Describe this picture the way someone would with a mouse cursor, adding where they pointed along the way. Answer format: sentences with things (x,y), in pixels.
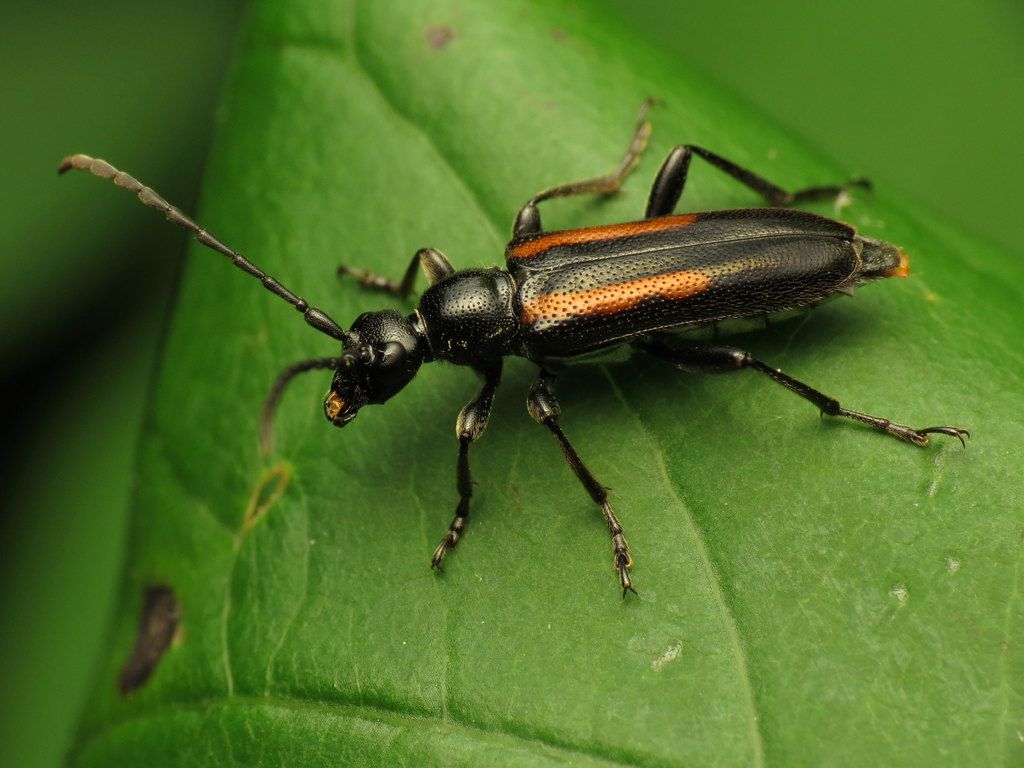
In this picture I can see there is an insect (355,365) on the leaf (386,490) and it has a body (728,306), head (355,361) and legs (536,393). The backdrop of the image (7,735) is blurred.
